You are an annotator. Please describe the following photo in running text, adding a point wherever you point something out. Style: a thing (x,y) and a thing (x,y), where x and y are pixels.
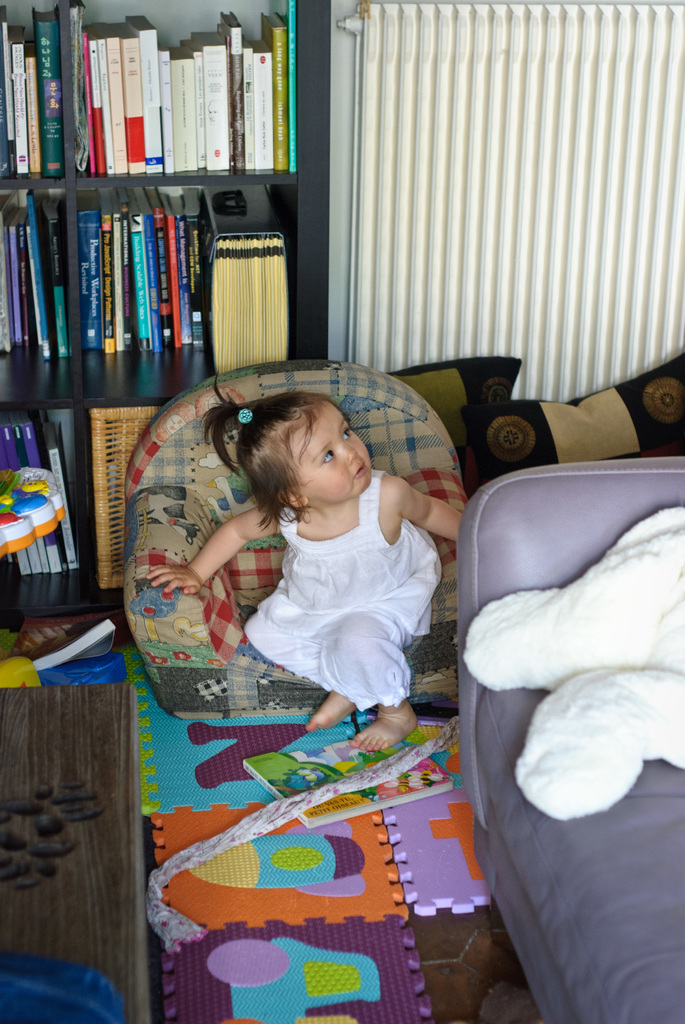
In the center of the image (323,444), we can see a kid (302,517) sitting on the chair (232,631) and in the background (449,406), there are pillows (550,402) and we can see a sofa (494,570) and some toys (567,709) and there is a table (63,768) and some other objects (42,635) and there are books (152,229) in the shelves (126,187) and we can see a radiator (460,174).
